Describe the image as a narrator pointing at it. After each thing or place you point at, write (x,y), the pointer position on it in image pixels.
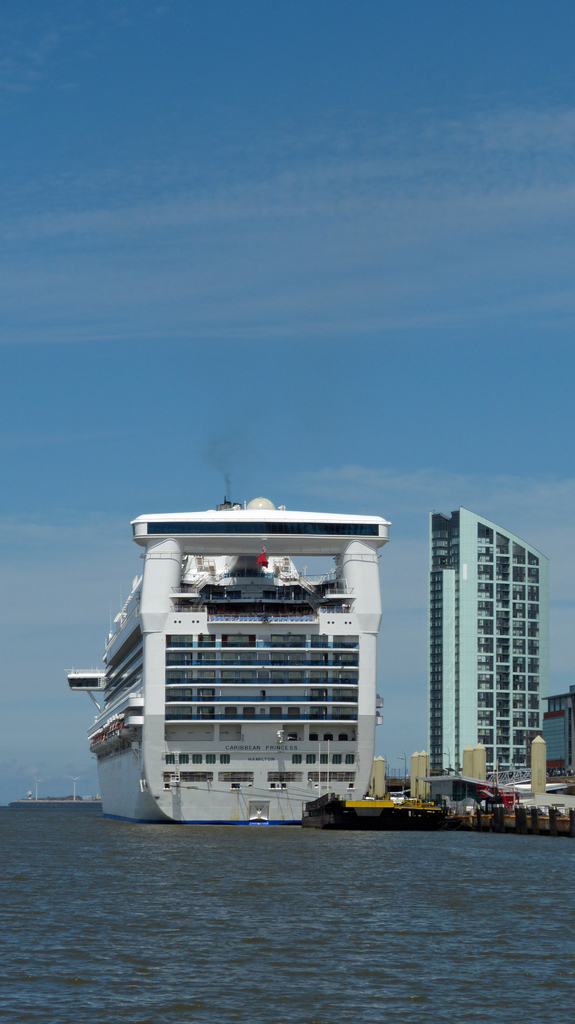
In this image, we can see a ship (346,732) on the water (384,919) and in the background (511,632), there are buildings (504,636). At the top (302,256), there is a sky (348,334).
